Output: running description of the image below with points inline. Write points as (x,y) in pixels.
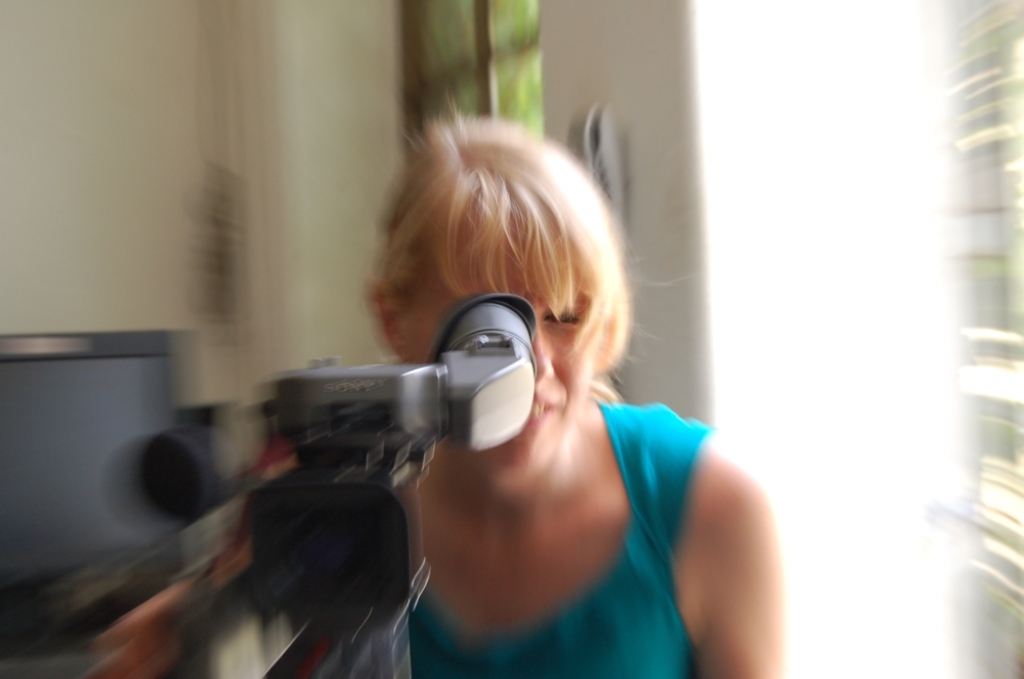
This is the picture of a room (392,132). In this image there is a woman (549,258) standing behind the camera (242,605). At the back (56,636) there is a computer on the table (66,670) and there are windows (500,34) and there is an object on the wall (322,13).
